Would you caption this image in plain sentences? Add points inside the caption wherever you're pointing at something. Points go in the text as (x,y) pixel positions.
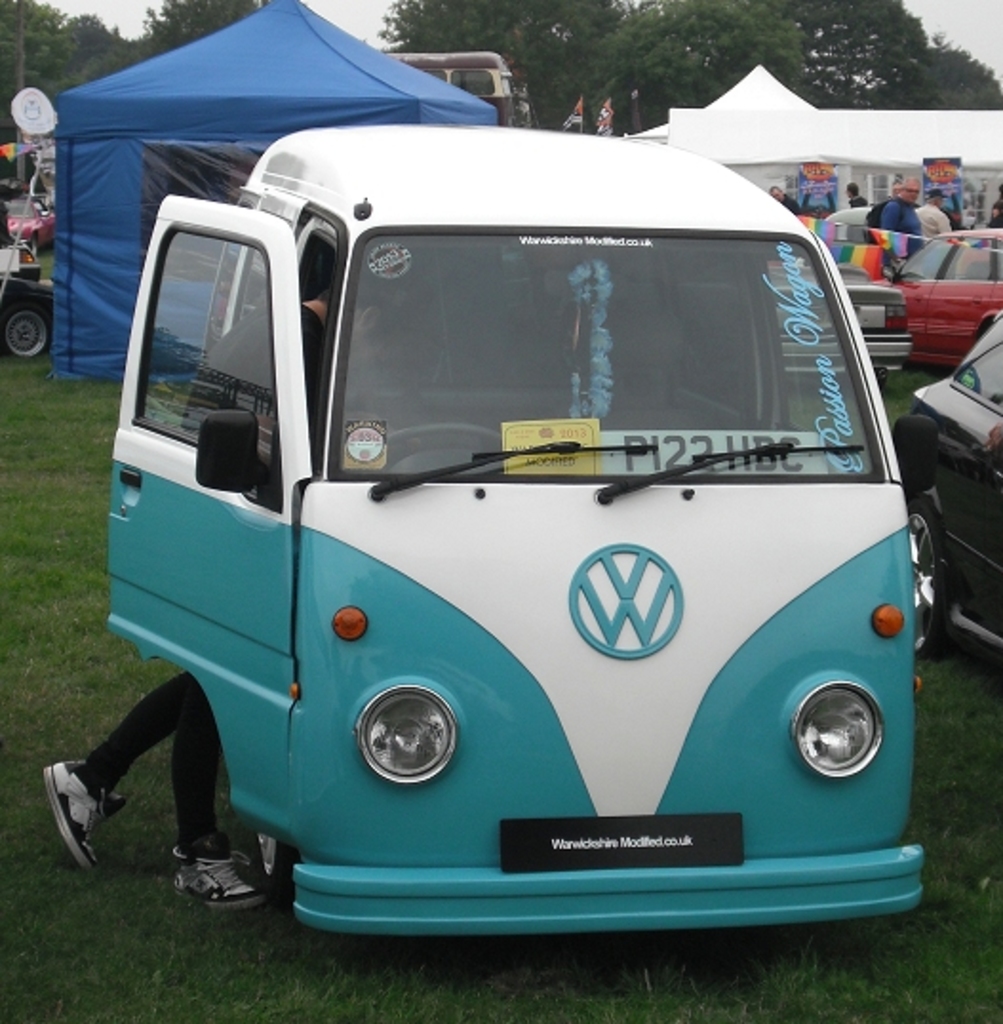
In this image I can see a vehicle (480,817) and a person (195,844) is standing on the grass (710,939). There are other vehicles (952,431) on the right (945,248). There are canopies (277,96), people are present and there are trees (515,49) at the back (515,49).
